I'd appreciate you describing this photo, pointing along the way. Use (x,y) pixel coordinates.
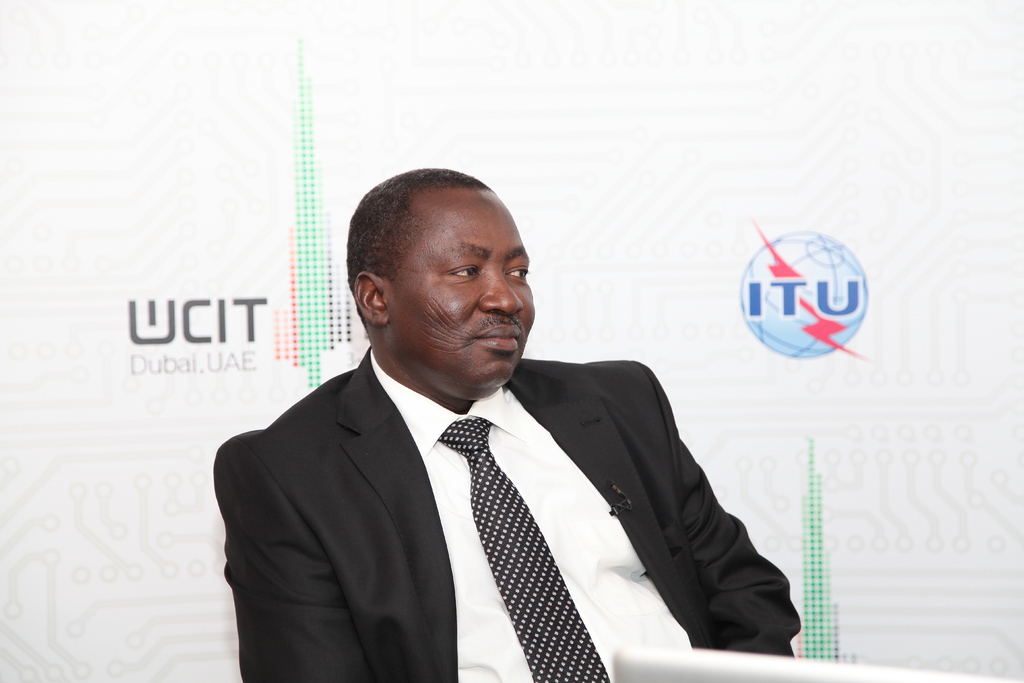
In this image there is person (499,418) wearing white color shirt (438,418), black color coat (361,486) and a tie (492,457), sitting on a chair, in the background (136,326) there is a poster (980,504) on that poster (156,546) there are two symbols (296,294).
